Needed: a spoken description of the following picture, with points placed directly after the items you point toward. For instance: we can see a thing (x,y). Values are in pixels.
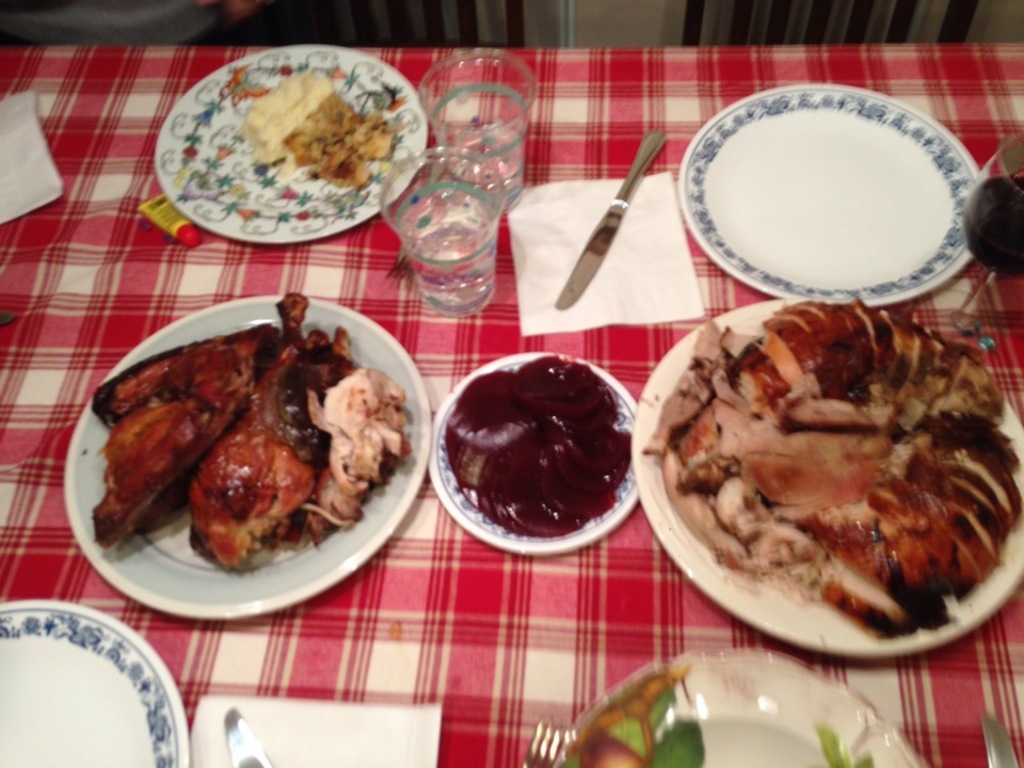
This image consists of a table (92,279) covered with a red cloth (342,686), on which there are many plates (89,719). And food (493,374) is kept along with knife (588,280) and glasses (454,261).
